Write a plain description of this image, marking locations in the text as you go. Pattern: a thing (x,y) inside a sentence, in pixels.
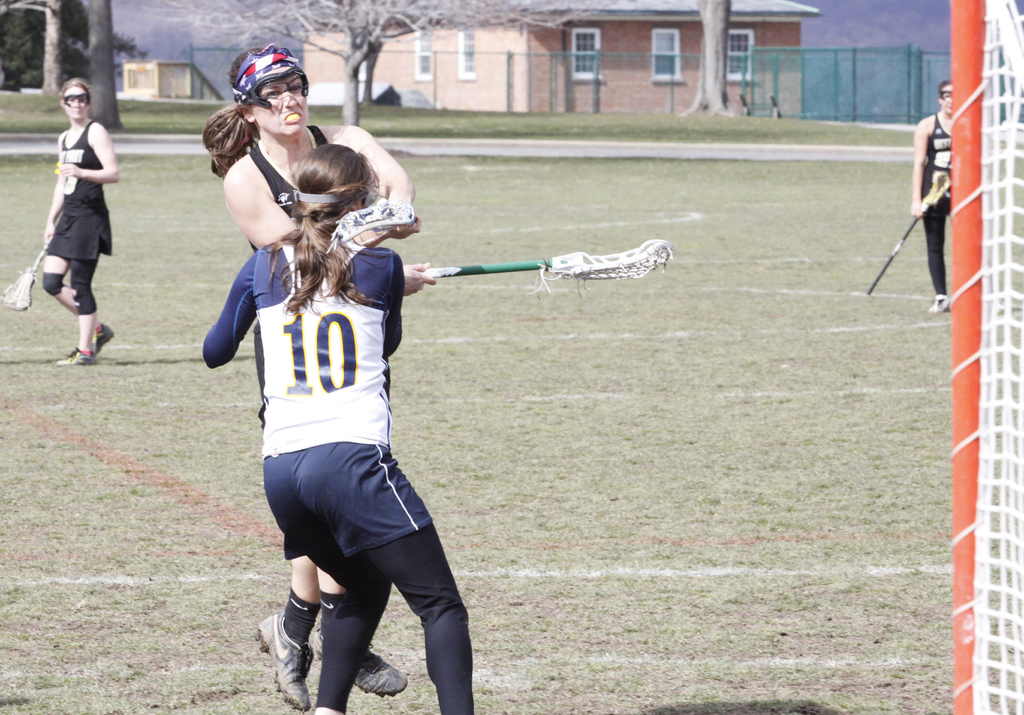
In the middle of the image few people (937,116) are standing and holding sticks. Behind them there are some trees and grass (619,188). Behind the trees (716,40) there is fencing (763,100). At the top of the image (556,62) there are some buildings (787,40).
